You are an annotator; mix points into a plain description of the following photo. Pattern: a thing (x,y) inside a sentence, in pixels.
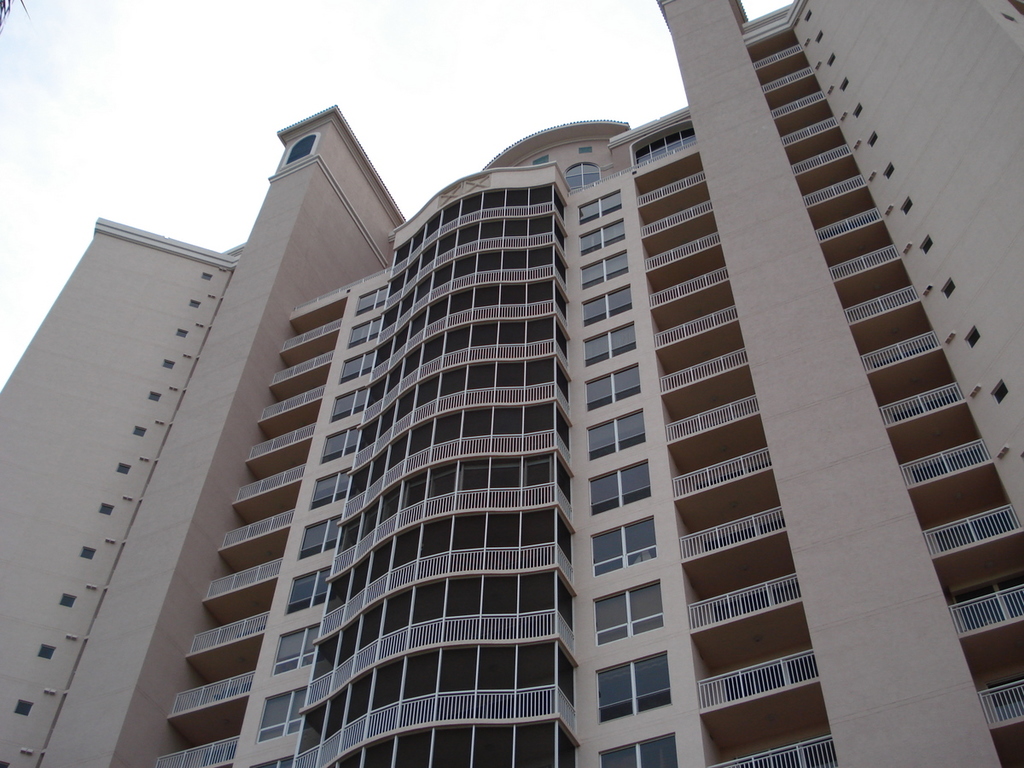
In the image there is building (259,595) with walls (296,676), railings (287,408), windows (304,662) and roofs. At the top of the image (385,132) there is sky (218,68).
